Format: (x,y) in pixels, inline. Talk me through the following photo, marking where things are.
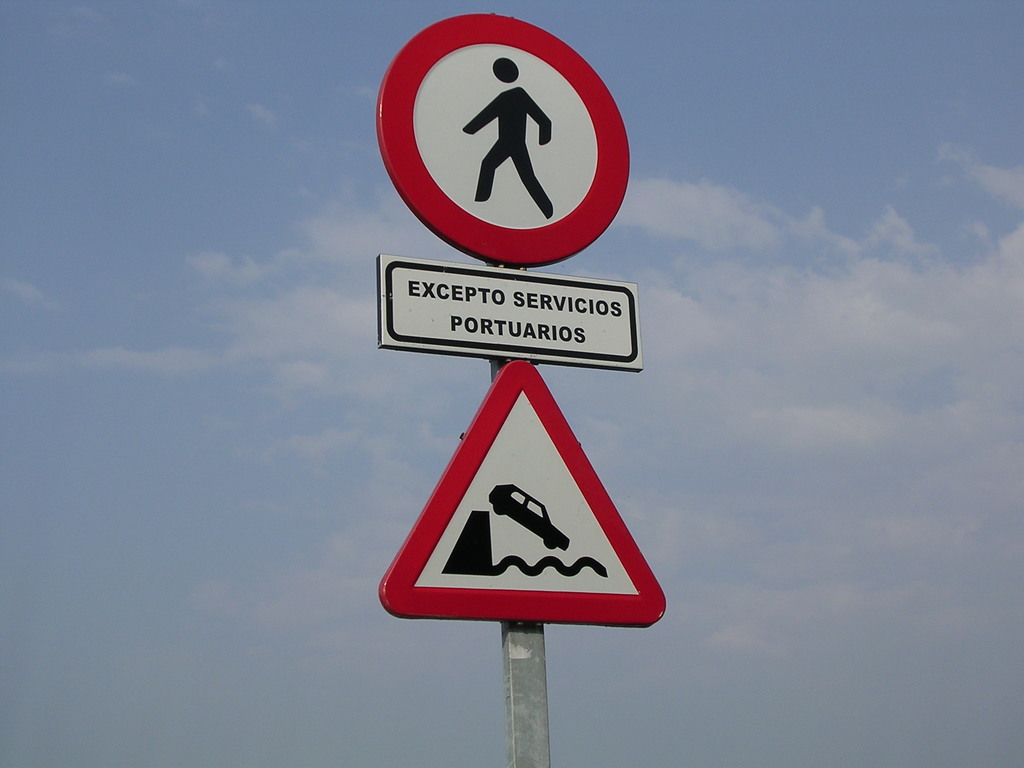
In this image we can see signage board (515,358) and there are some words (499,305) written on it and in the background of the image (60,243) there is cloudy sky (368,281).
